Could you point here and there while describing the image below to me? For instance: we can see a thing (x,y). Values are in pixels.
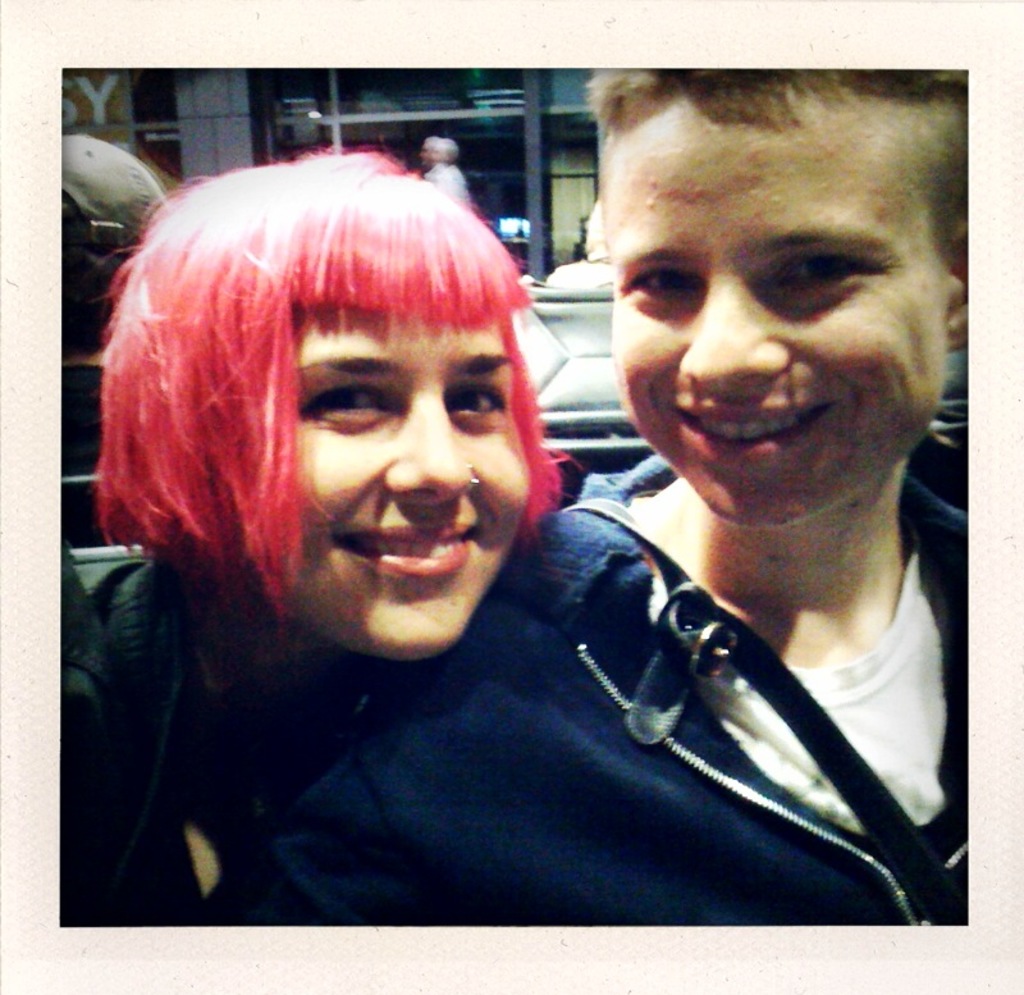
Front these two people (496,586) are smiling. Background there are people (63,174).
